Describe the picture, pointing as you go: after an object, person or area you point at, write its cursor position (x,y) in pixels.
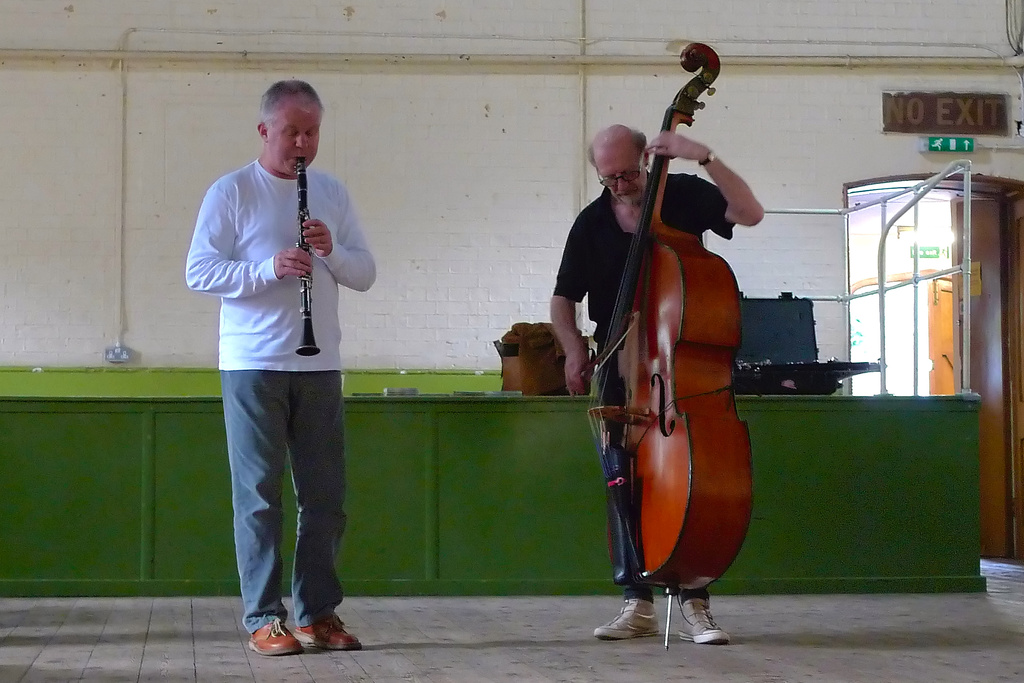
In the image we can see there are people (293,299) who are standing and holding musical instruments (310,317) in their hand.
